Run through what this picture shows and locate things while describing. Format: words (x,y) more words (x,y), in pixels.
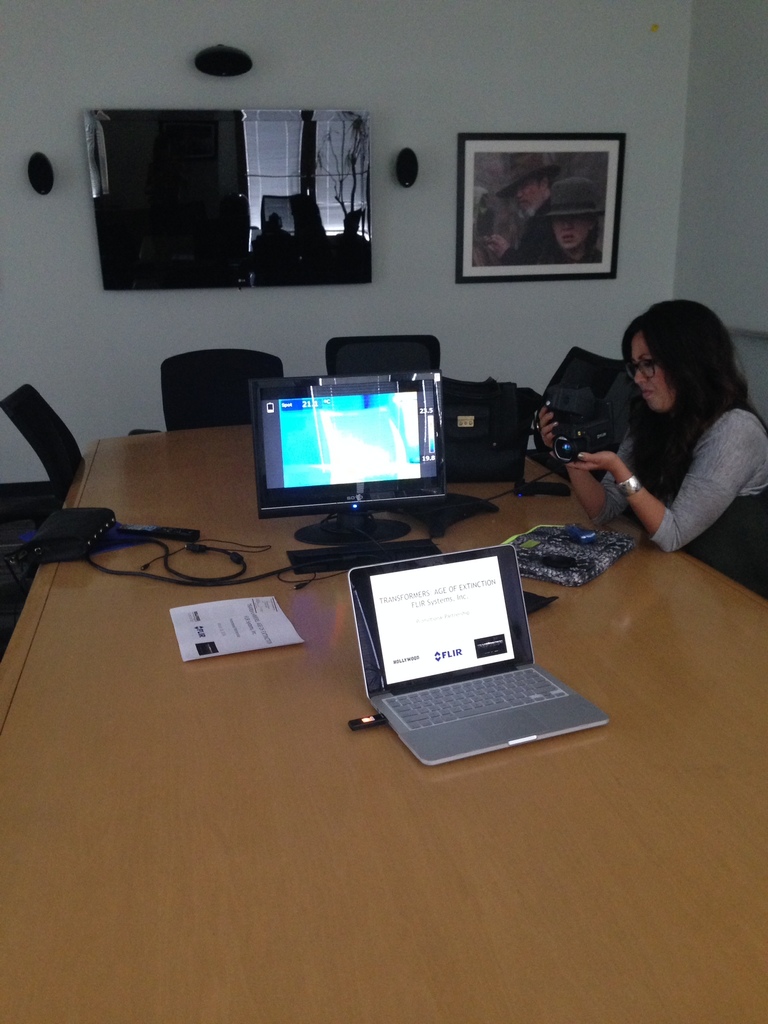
On the background (464,75) we can see photo frame (470,184), television screen (303,165) over a wall (478,92). Here we can see a woman (689,446) sitting on chair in front of a table (627,708) and on the table (598,647) we can see a monitor (347,490), keyboard (401,554), wire (239,562), laptop (400,728) with pen drive (367,719), paper (200,617) and a bag (593,560). We can see few empty chairs (38,440).
